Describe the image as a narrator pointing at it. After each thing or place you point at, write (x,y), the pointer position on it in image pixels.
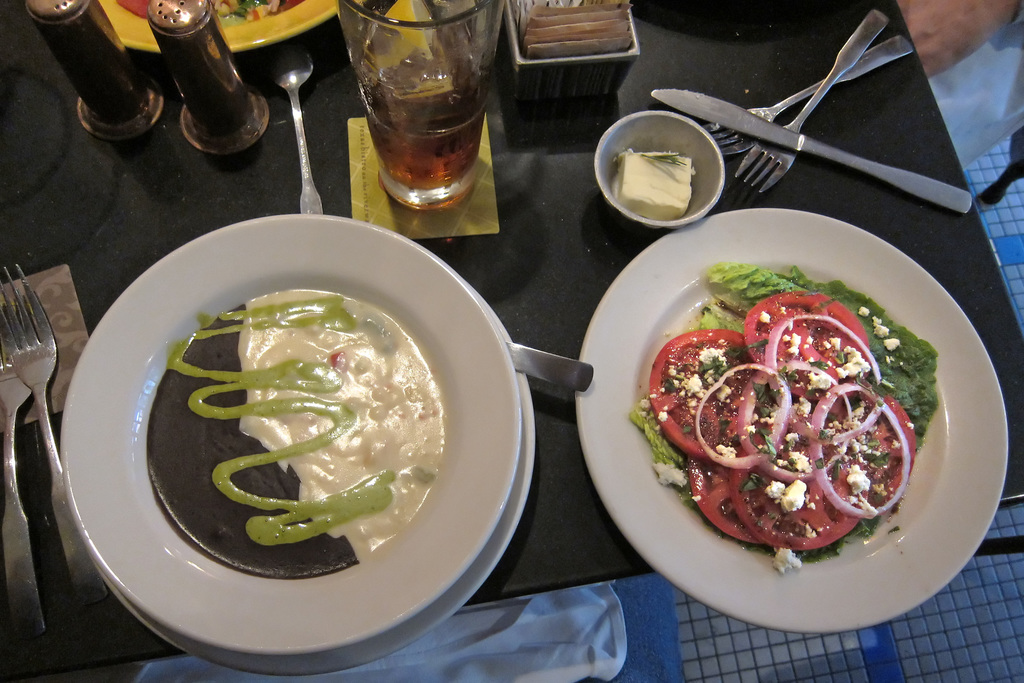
In this image there is a food (422,437) on the plates (613,422) and there is a glass (401,187), there are forks (31,348), there is a knife (784,127), and there are two pepper bottles (200,54). All the things (208,64) are kept on the wooden table (552,250) which is black in colour.
